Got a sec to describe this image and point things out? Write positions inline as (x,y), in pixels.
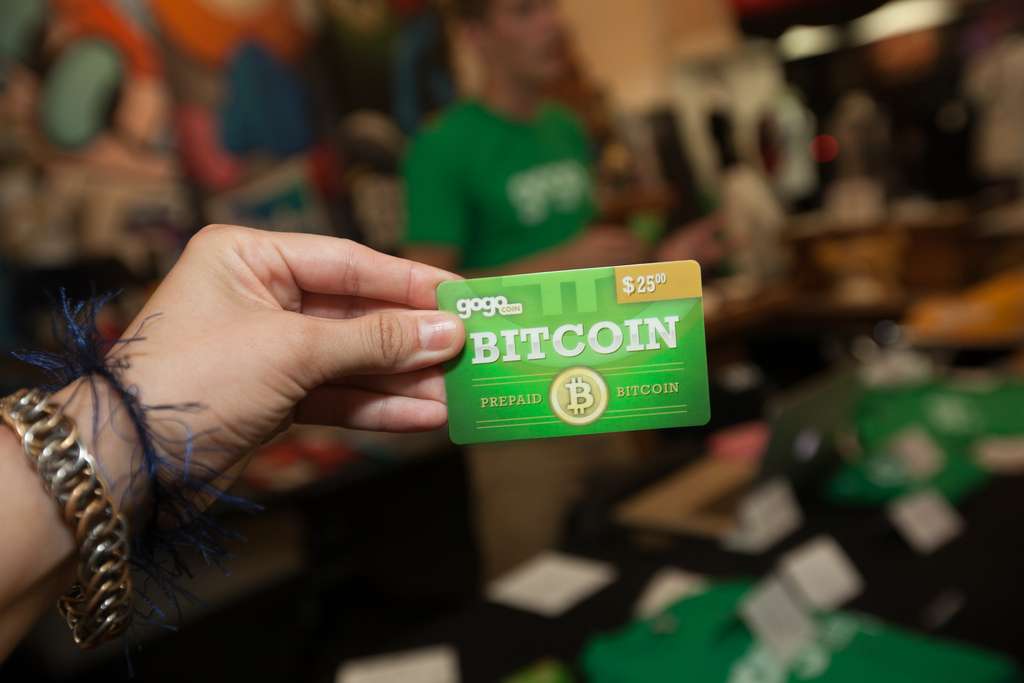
In this image we can see a person hand (337,357) holding a card (612,347) with blur background (606,484).
